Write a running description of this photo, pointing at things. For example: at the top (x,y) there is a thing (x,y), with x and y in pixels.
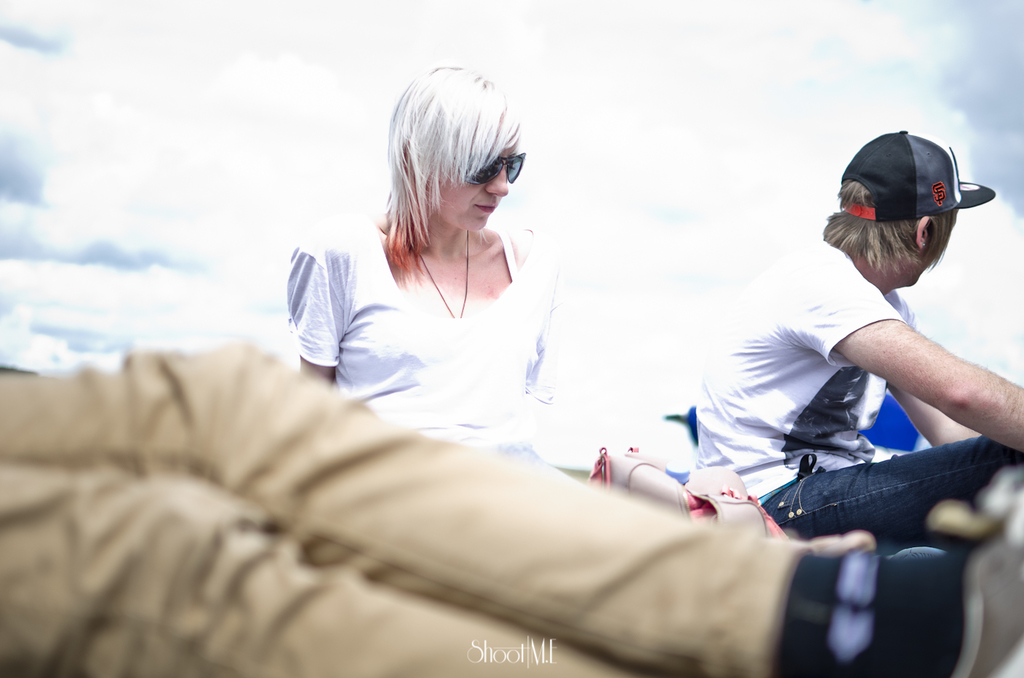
In this picture we can see people (808,485) and in the background (684,381) we can see sky (691,393), at the bottom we can see some text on it.
